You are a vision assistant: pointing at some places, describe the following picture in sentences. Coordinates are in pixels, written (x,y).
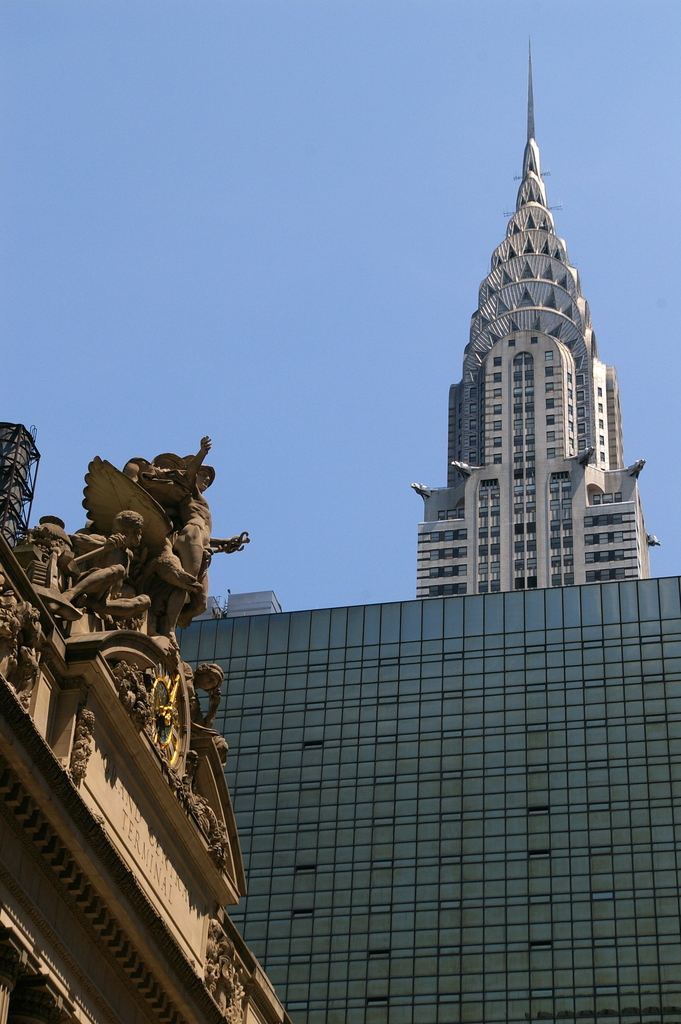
In this image on the right (561,591) there is a building (588,403). This is a tower like structure (495,528). Here on the building (106,784) there are sculptures (151,525). The sky (606,287) is clear.
